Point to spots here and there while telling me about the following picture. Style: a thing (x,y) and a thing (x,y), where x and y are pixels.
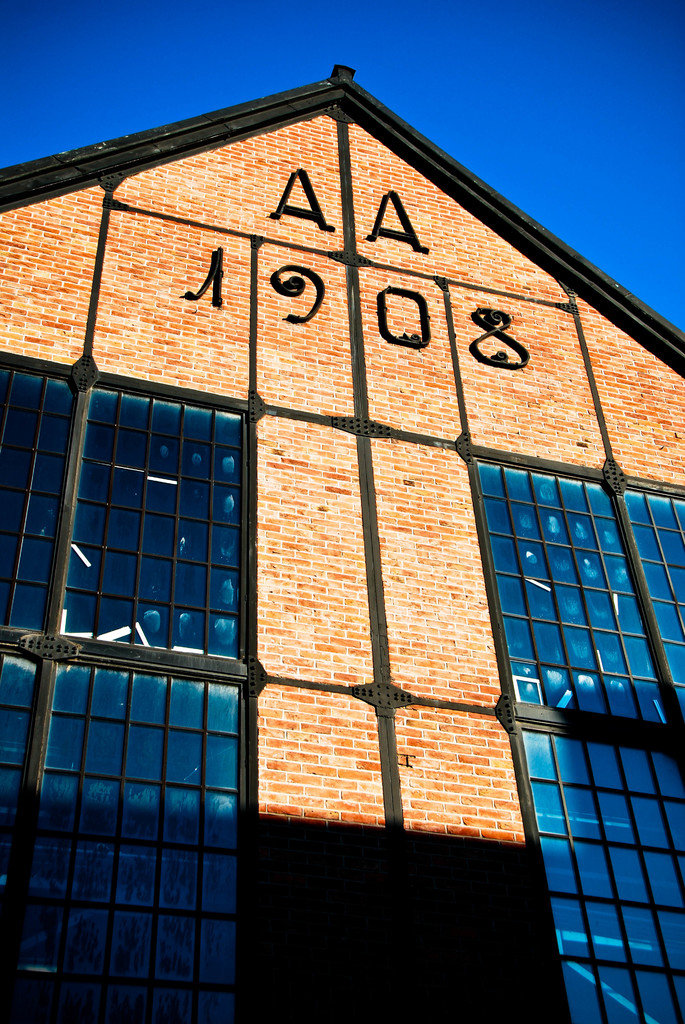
This image is taken outdoors. At the top of the image (144,69) there is the sky (538,107). In the middle of the image (352,455) there is a building walls (319,656) and windows (220,446) and there is a text (202,292) on the wall (329,288).
